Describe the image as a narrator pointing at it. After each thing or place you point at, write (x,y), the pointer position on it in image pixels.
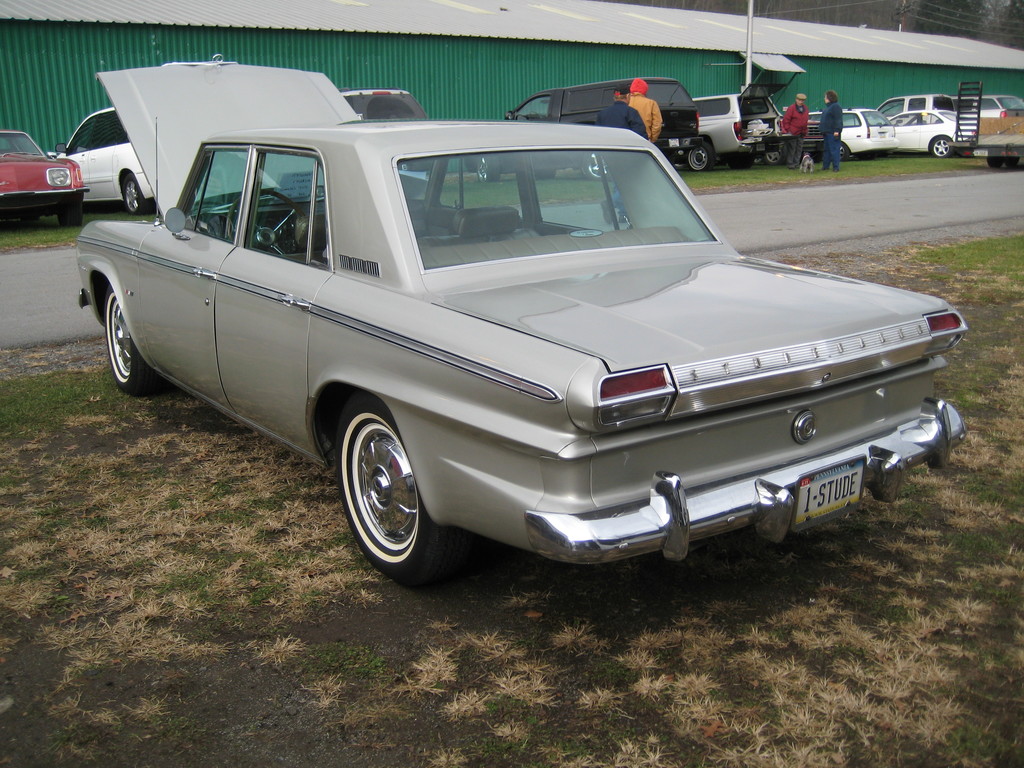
Here we can see a car (309,298) on the grass (461,747) on the ground (461,747). In the background (886,214) we can see road (34,340), vehicles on the grass (710,172) on the ground (819,177), few persons (793,162) are standing, an animal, wall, roof (894,35), electric wires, pole (908,22) and trees (1006,13).
